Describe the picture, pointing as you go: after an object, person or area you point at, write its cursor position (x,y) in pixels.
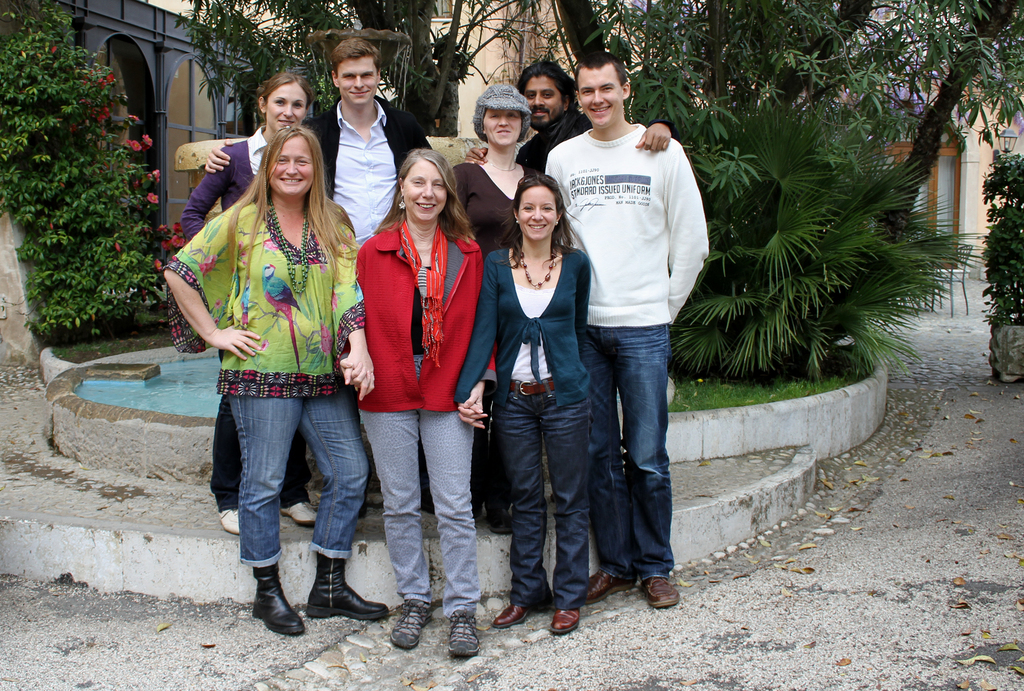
In this picture, we see five women (347,237) and three men (401,119) are standing. All of them are smiling and they are posing for the photo. Some of them are standing on the staircase (380,543). Behind them, we see water (170,363) and grass (747,402). We even see the trees (743,136). On the left side (38,116), we see a tree (64,101) which has flowers (156,169) and these flowers (108,108) are in red color. There are buildings (480,88) in the background (480,88).
